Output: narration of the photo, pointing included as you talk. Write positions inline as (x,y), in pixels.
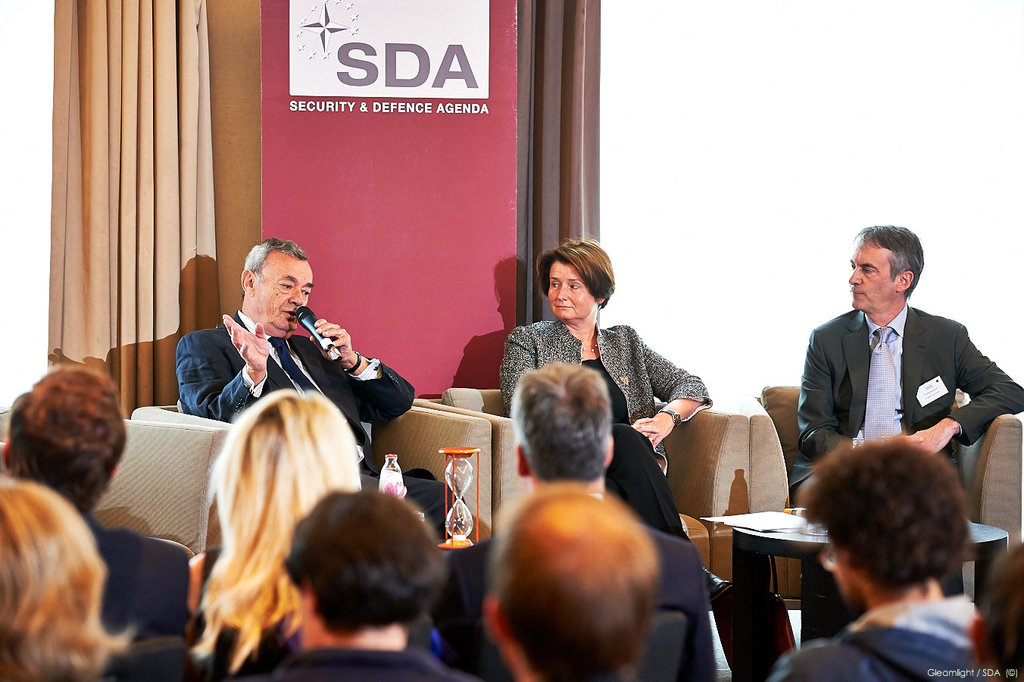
In this image there is a pink color hoarding (446,120) showing the advertisement (463,109) of SDA and here there is a cream color curtain (66,185) and there is a chair (480,421) where a man (217,370) is sitting and talking in the micro phone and there is a woman (679,521) in the chair (700,459), another man (854,412) in the chair (788,415) and there is a table (760,546) with some papers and a water bottle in the table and here there are some group of people (81,425) sitting here.
